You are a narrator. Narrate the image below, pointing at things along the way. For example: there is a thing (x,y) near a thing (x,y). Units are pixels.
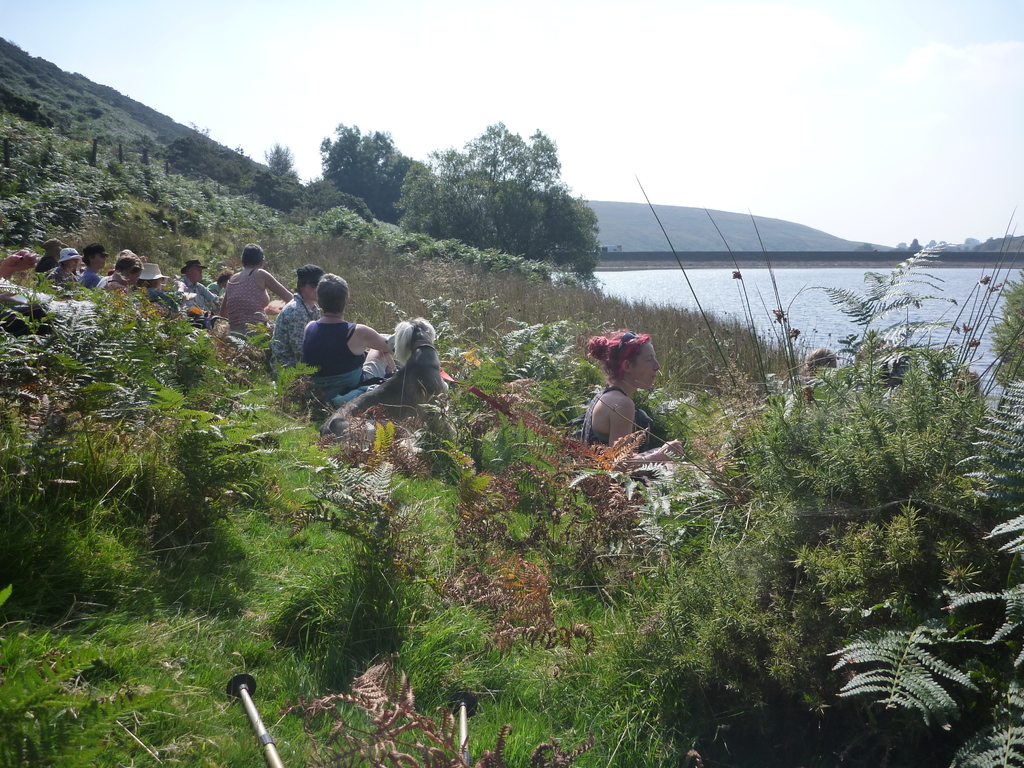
In this image we can see some people (295,340) sitting. And we can see the grass (291,666), plants (661,378) and the surrounding trees (207,156). And we can see the water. And we can see the hill (605,208). And we can see the sky (662,169). And we can see some other objects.
